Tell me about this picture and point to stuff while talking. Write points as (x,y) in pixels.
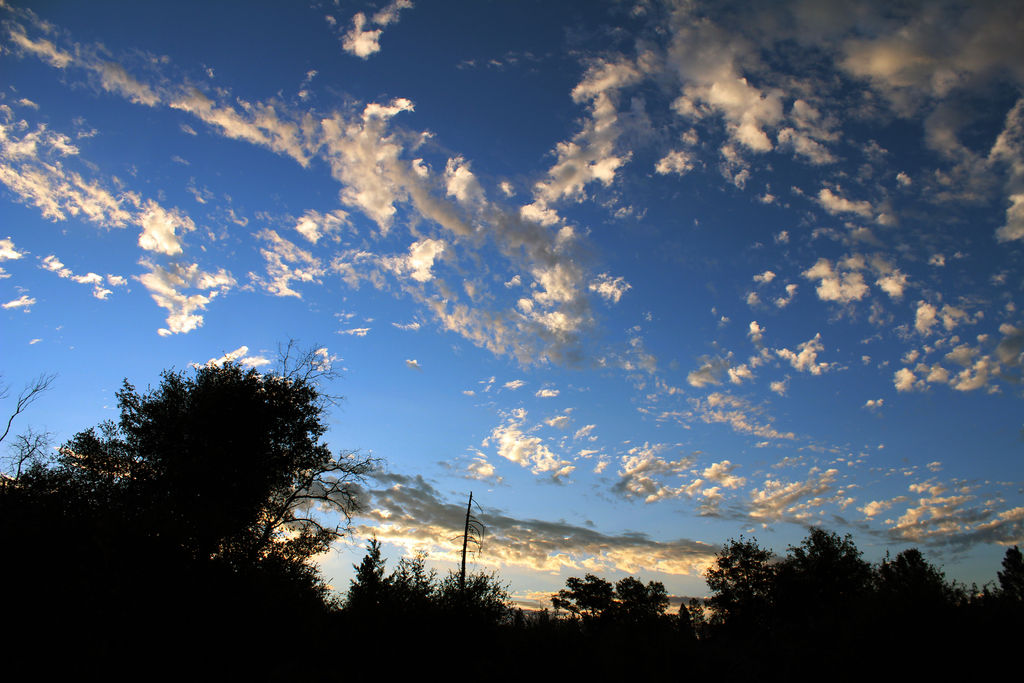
In this picture I can see trees (198,599), pole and sky (509,273) in the background (408,296).
